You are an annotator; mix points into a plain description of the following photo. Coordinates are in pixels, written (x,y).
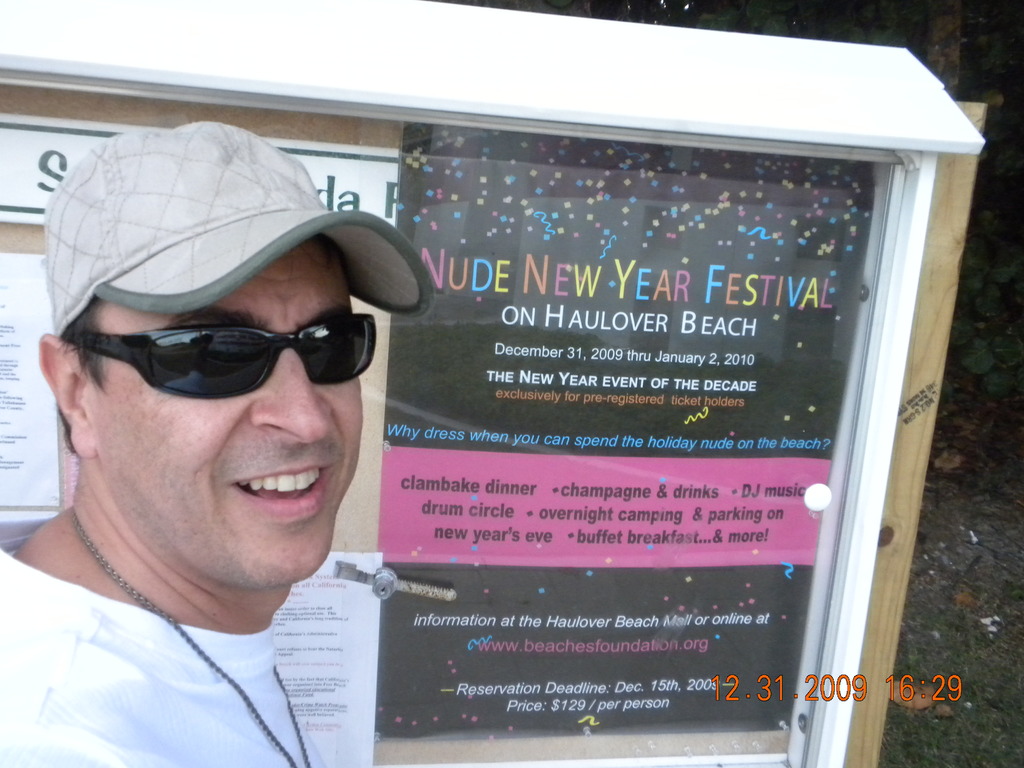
In the image we can see a man (94,654) wearing clothes (107,609), neck chain (129,584), goggles (164,366), cap (148,235) and the man (199,495) is smiling. Here we can see the poster (549,425) and we can see the text (647,440) on the poster (699,519). On the bottom right (912,682) we can see the watermark (833,697).
